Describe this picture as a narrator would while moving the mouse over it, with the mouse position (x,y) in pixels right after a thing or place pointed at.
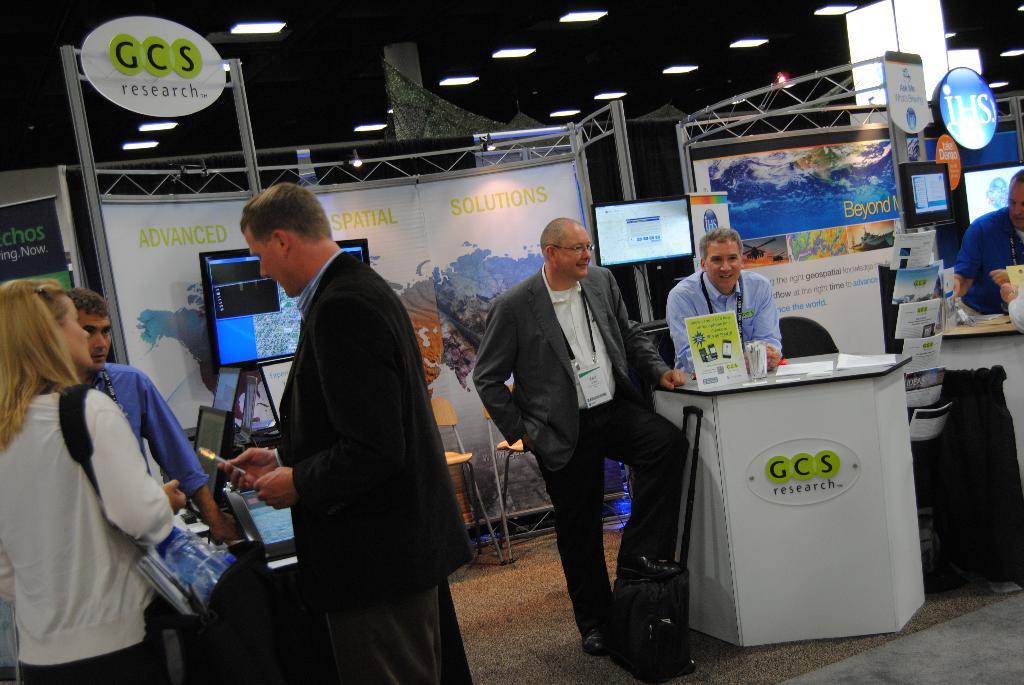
In this picture we can see some persons (637,568) standing in the hall (701,87). In the front (645,566) there is a white table desk (706,540) and a man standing behind it. In the background (600,137) there is a iron frame (909,141) with blue color banners (185,271) and television screen (249,330). On the top ceiling (489,83) there are some lights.
